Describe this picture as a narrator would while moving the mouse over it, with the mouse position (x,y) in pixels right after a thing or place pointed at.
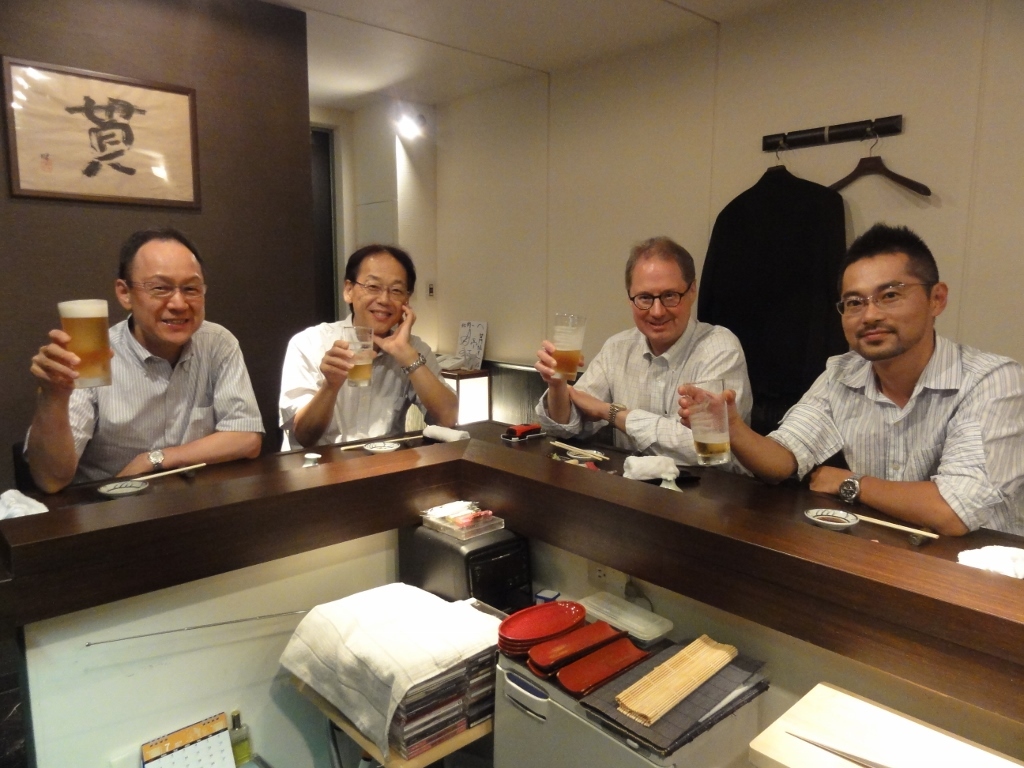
This picture is clicked inside the room (233,571). Here, we see four people (347,395) sitting on chair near the table (42,545) and four men (671,434) are catching glass (557,356) which contains beer (581,360) in it. The man (817,442) on the right corner of this picture (858,442) is wearing watch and he is even wearing spectacles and the man (688,339) right to him is also wearing spectacles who is in white shirt (653,385). All the four men (545,398) are wearing spectacles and in front of this picture we can see books (437,679), box (472,541) and calendar (195,739) which is placed on the table (438,460) and behind the man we can see a wall (237,196) which is brown in color and we can even see a photo frame (140,119). To the right of this picture (762,182), we can see black blazer (797,243) which is hanged to the hangers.
